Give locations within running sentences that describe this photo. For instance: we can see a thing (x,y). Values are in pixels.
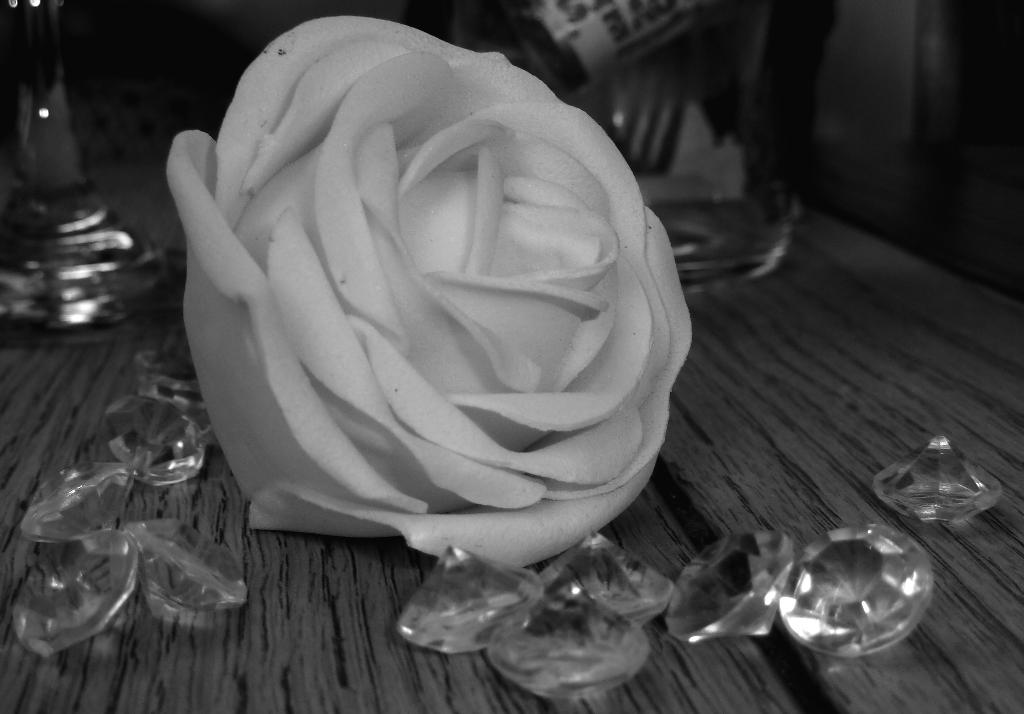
This is a wooden table (853,365) where a white rose (394,302) and diamonds (897,556) are kept on it.
